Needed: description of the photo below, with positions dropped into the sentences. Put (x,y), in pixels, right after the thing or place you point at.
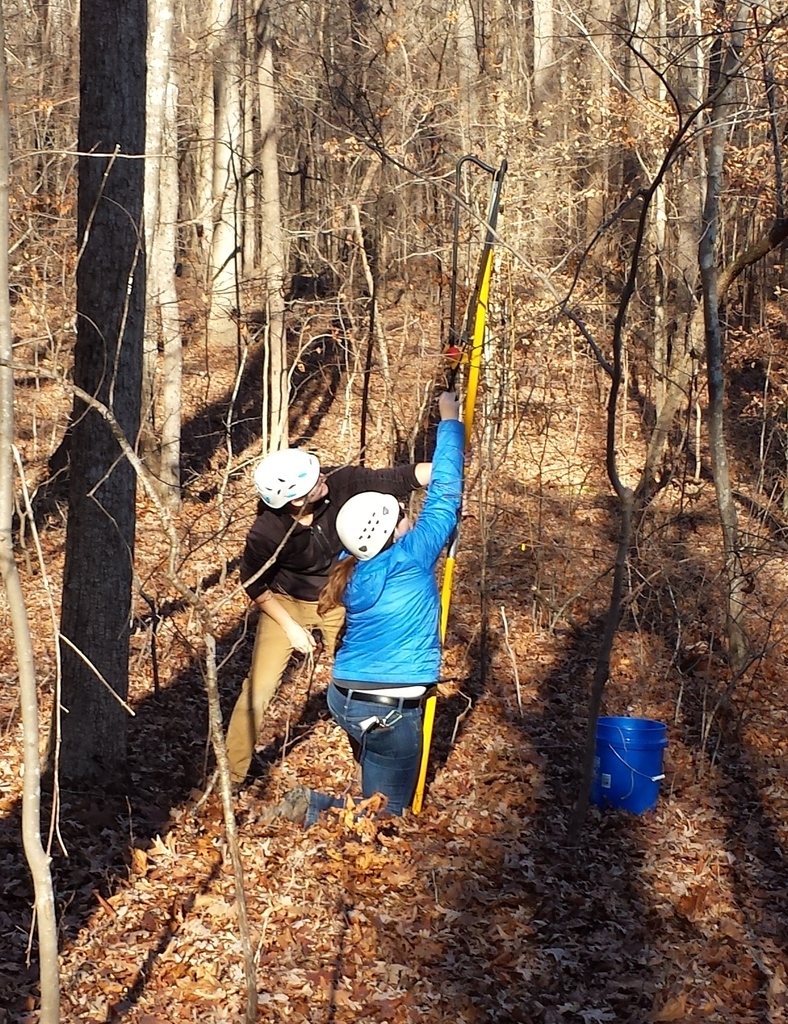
In the foreground of the picture (462,809) there are dry leaves (496,785), bucket (605,770), trees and two women (363,535). In the background (401,98) there are trees (491,154).
